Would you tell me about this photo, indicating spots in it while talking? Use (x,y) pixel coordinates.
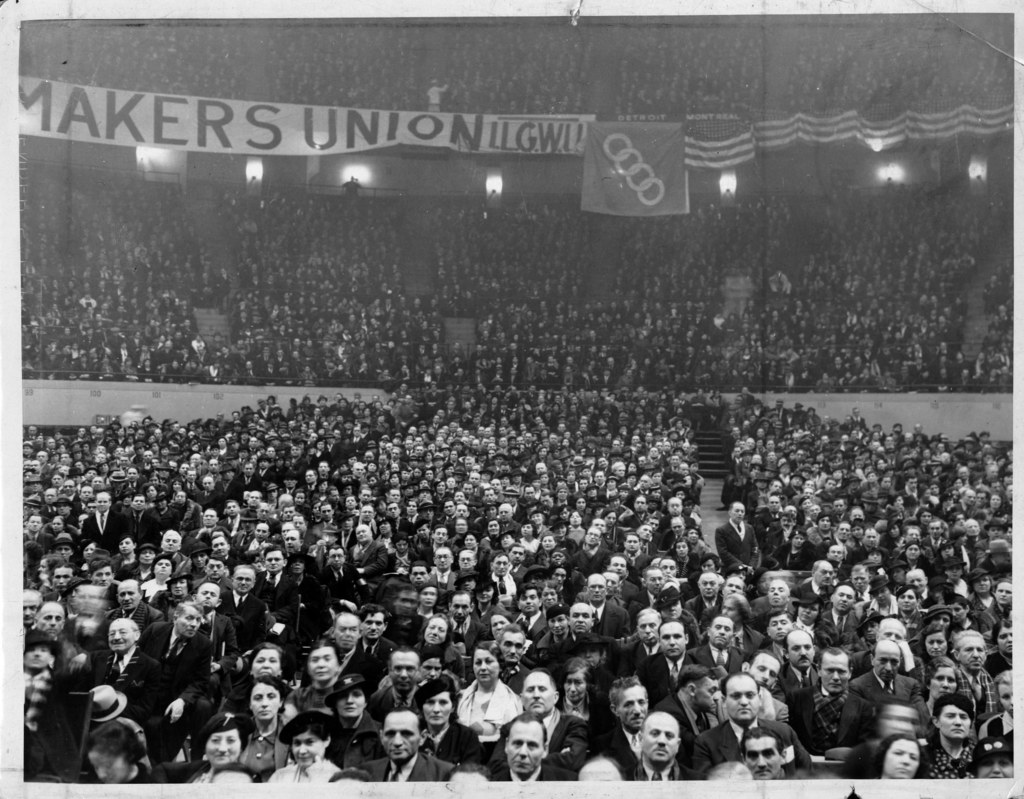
In this picture we can see so many people (450,468) are sitting on the chairs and watching.
